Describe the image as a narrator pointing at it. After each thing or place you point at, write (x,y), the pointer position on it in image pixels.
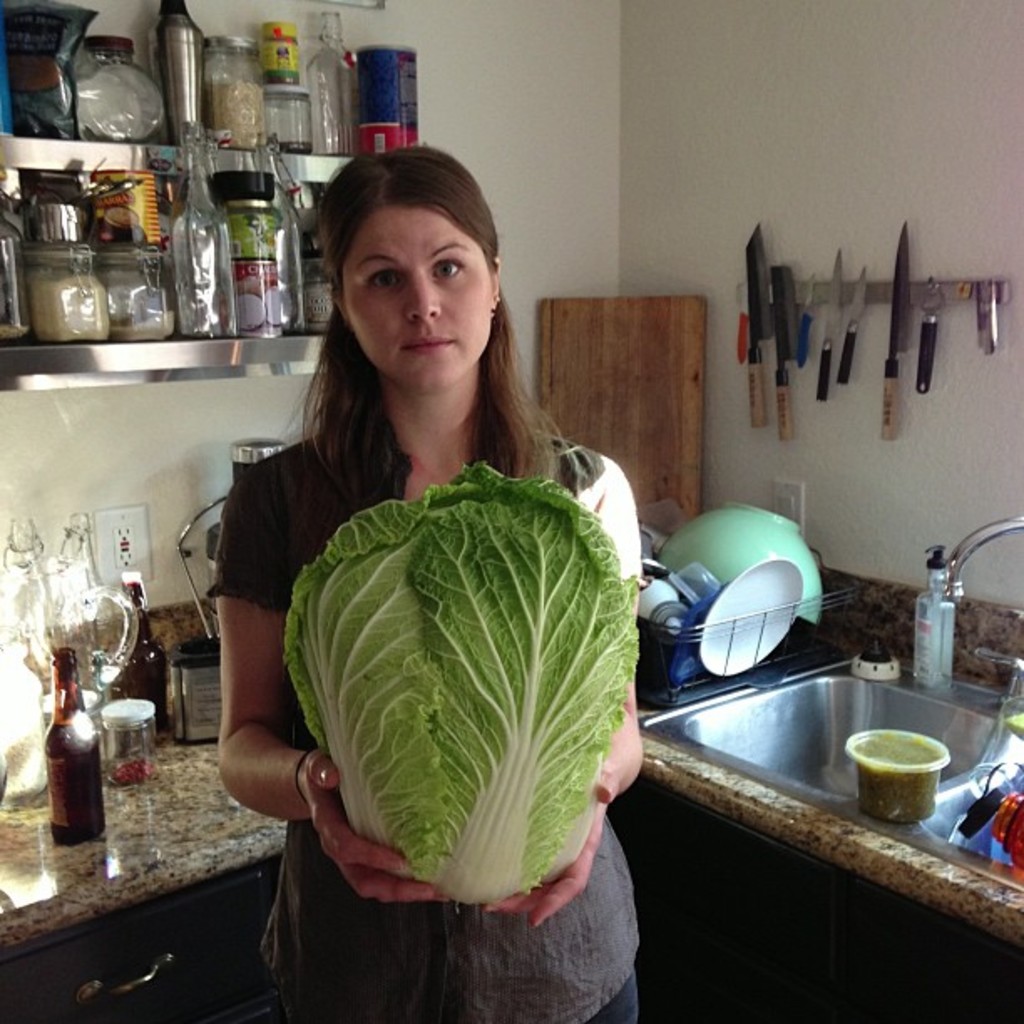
In this image I can see a person (393,444) standing and holding cabbage (466,711) which is in green color, at back (131,733) I can see few bottles (96,747), bowls (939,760), plates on the counter top (183,840). At right (971,753) I can see a sink (959,756), at back (959,348) I can also see few knives (903,315) hanged to a pole (824,302) and wall (630,124) is in cream color.
